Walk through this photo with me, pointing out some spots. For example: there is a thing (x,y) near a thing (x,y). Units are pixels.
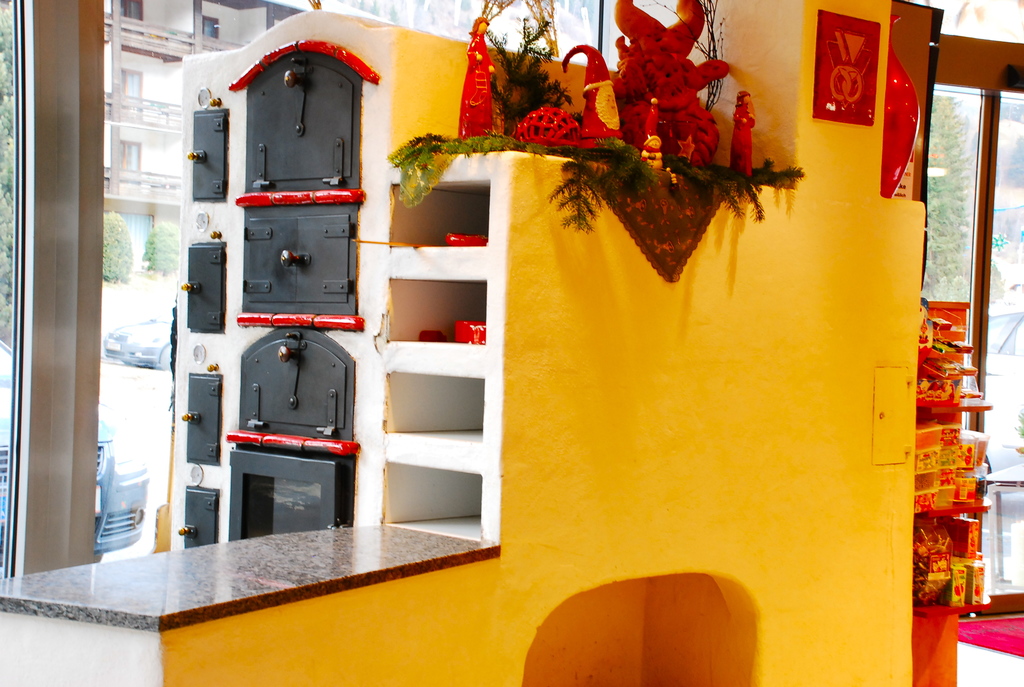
In this picture it looks like a big oven (523,347) in the middle (670,348), on the left side (19,132) I can see a glass wall (159,322). There are vehicles (156,336), trees (5,276), buildings (145,174) in the background (134,175).
